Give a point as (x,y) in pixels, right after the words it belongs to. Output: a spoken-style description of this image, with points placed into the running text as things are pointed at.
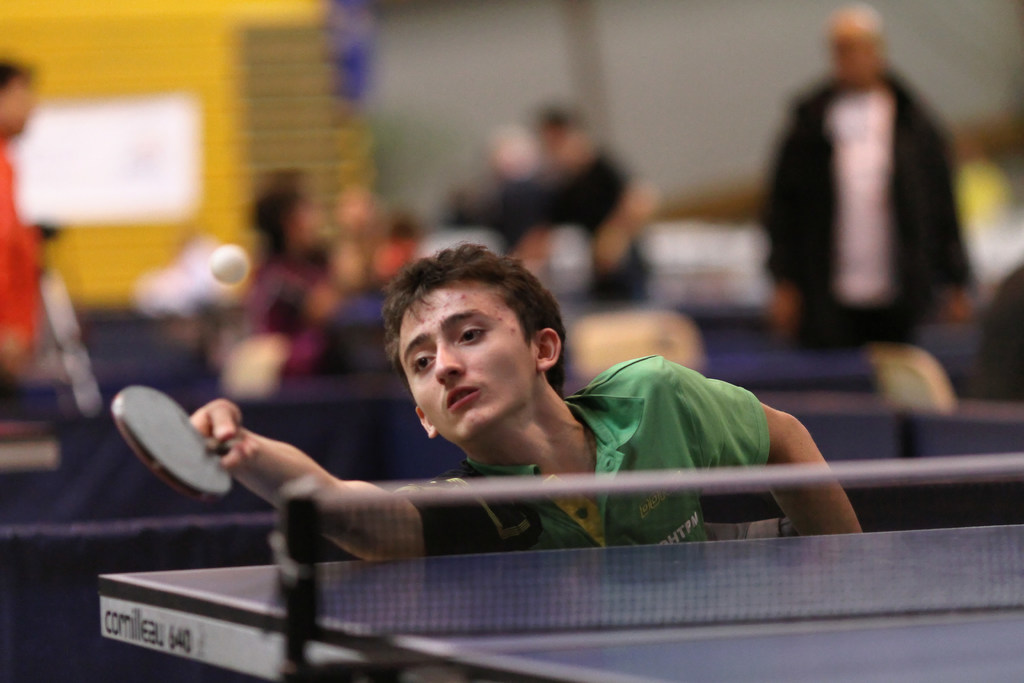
In this image, we can see a person (518,358) wearing a sports dress (613,411) and holding a bat (195,435) and we can see a ball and a board (795,630). In the background (686,199), there are some other people (867,160) and we can see some objects (163,168).
